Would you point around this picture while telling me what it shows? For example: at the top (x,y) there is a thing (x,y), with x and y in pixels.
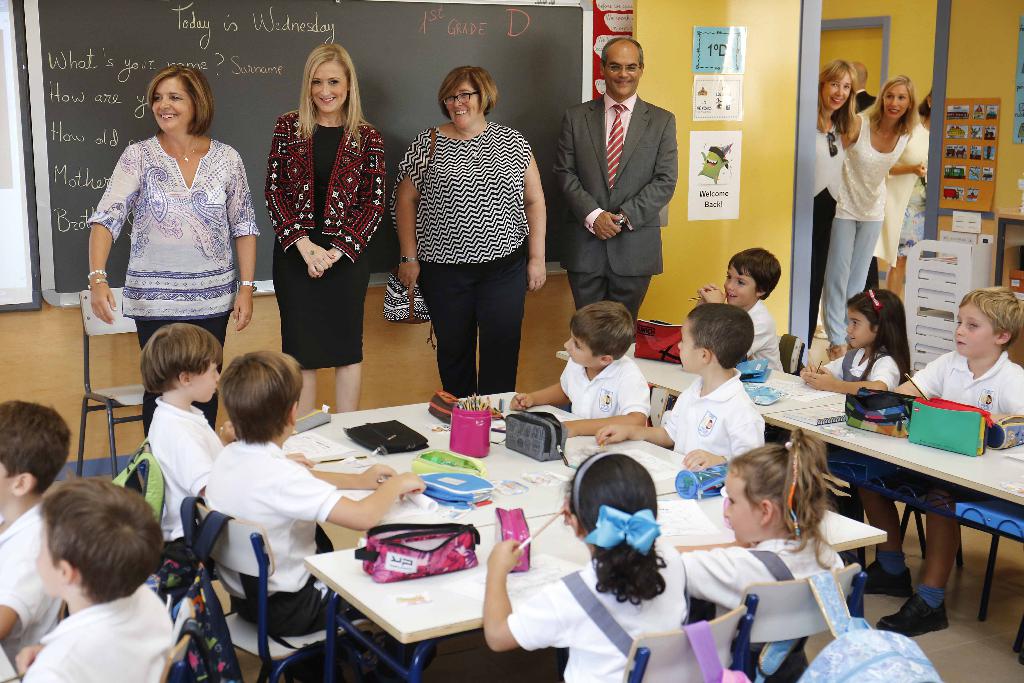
In this image I can see number of children (256,507) wearing white colored shirts (259,493) are sitting on chairs (240,590) in front of a table (391,590) which is white in color and on the table (430,590) I can see few bags (431,551), few papers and few other objects (430,501). In the background (354,216) I can see few persons (359,230) standing, a chair (109,402), a black board (371,246), the yellow colored wall (421,357) and few posters (716,177) attached to the wall (754,181).
